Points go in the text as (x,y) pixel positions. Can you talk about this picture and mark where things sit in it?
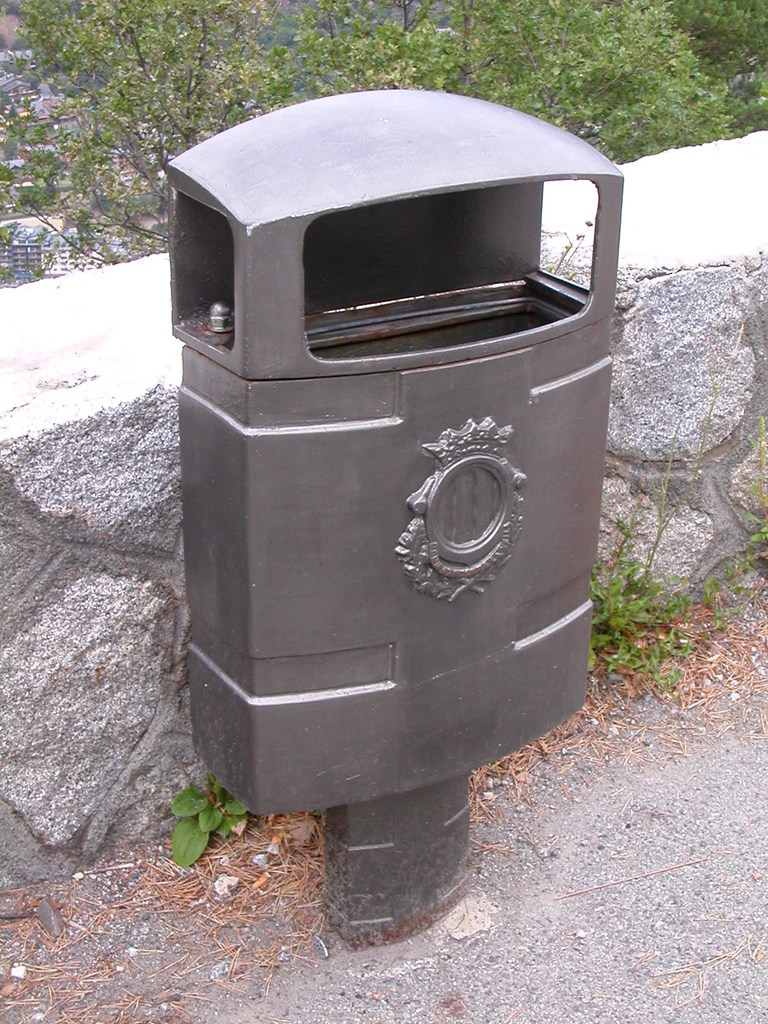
In this image we can see a metal object (405,379) on the road (463,921) and there is a wall (144,375) and few trees (152,118) behind the object (346,121).
